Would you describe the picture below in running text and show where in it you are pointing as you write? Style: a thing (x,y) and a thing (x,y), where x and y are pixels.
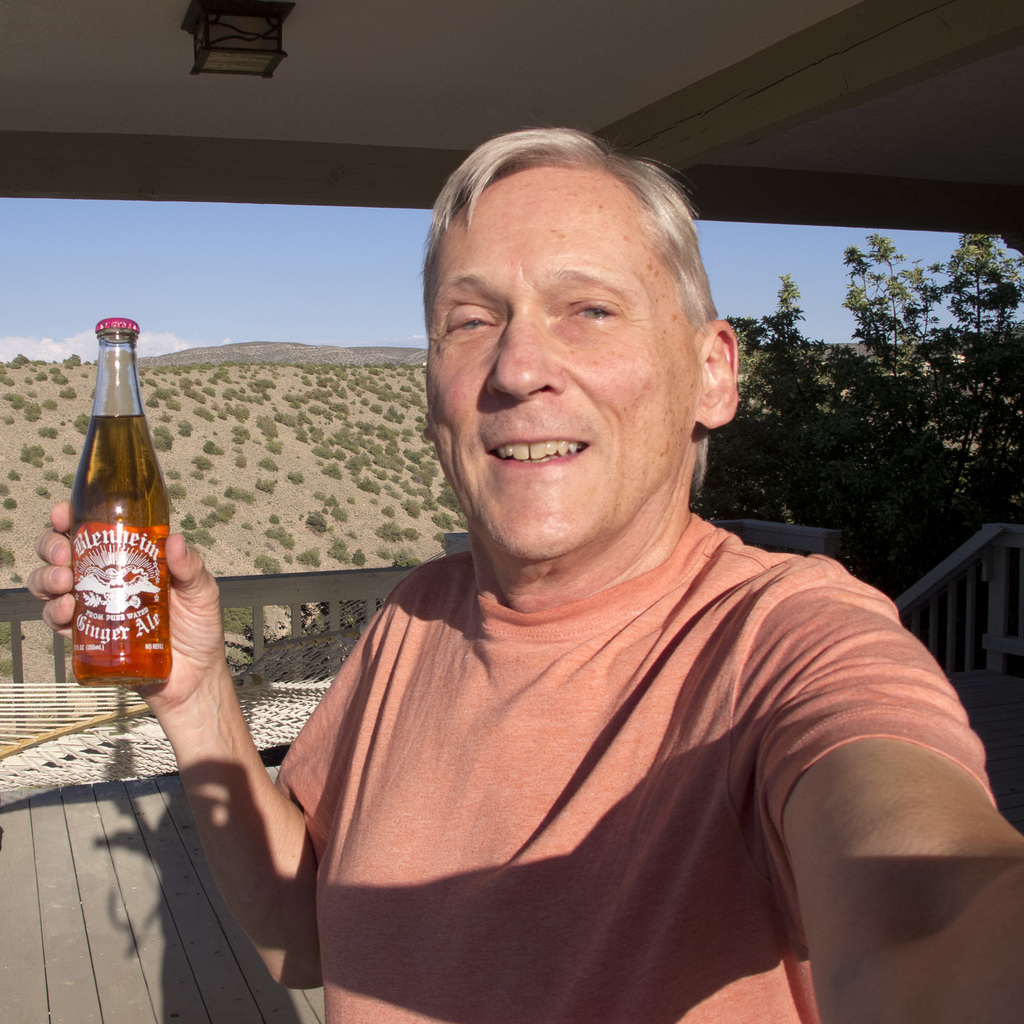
In this image there is a person (566,586) holding a bottle (104,464). At the top (217,56) there is a light (201,35), at the right (916,376) there is a tree (898,561), at the back (240,485) there is a mountain (287,432) and at the top (262,231) there is a sky (283,289) with white clouds (33,338).
